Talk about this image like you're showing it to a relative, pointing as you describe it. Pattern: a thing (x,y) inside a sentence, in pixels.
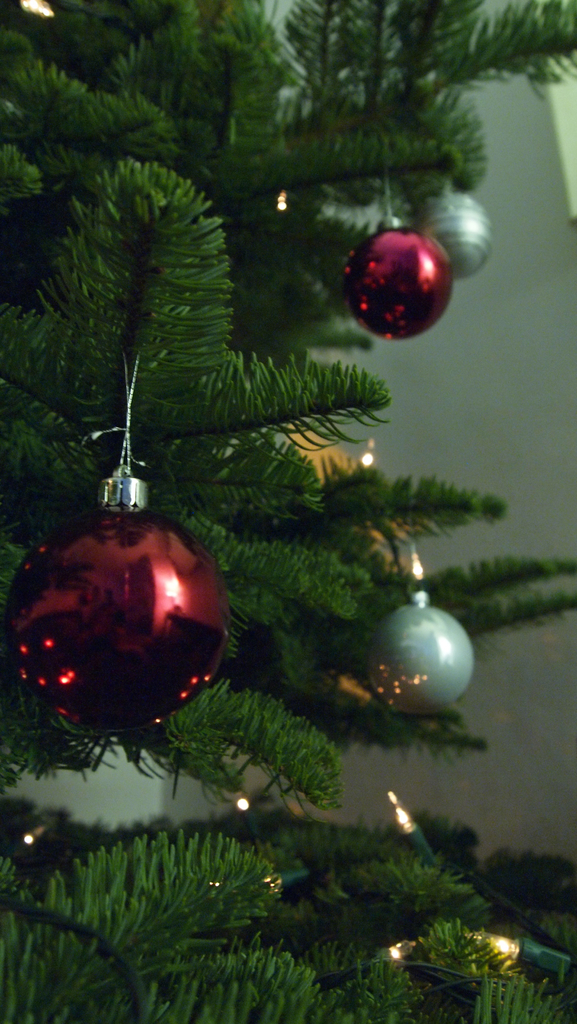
In this picture I can see an artificial tree (137,264) decorated with balls (204,669) and lights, and in the background (447,392) there is a wall (512,360).
